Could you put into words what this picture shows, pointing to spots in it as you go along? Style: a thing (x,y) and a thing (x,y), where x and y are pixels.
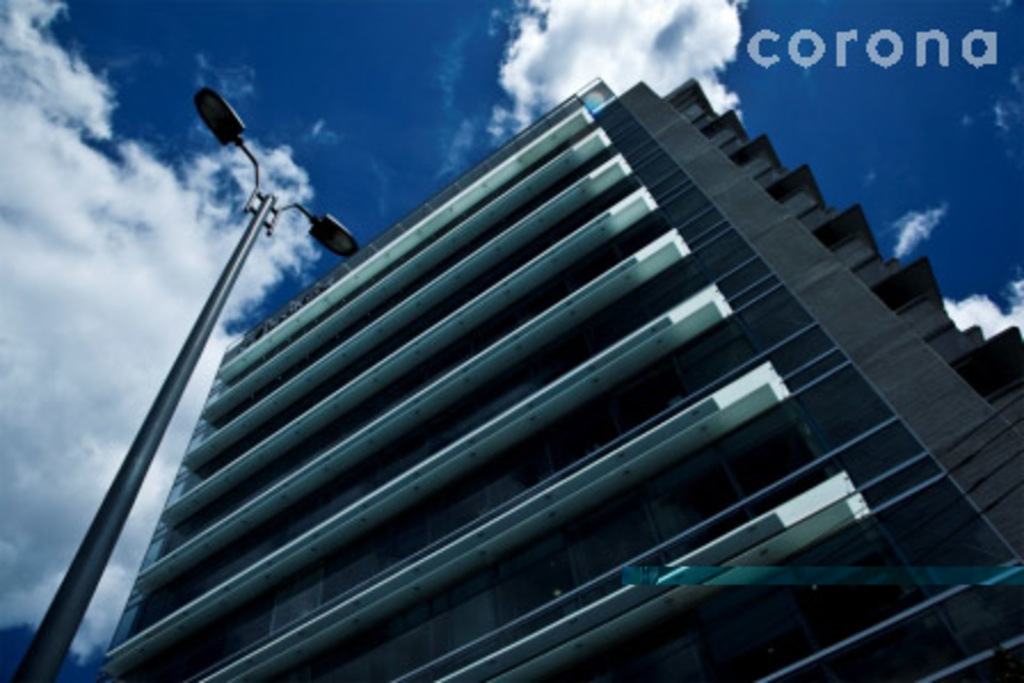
This is an edited picture. In this image there is a building (826,306). On the left side of the image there is a street light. At the top (411,108) there is sky (361,94) and there are clouds (550,76). At the top (893,43) right there is text (901,54).
